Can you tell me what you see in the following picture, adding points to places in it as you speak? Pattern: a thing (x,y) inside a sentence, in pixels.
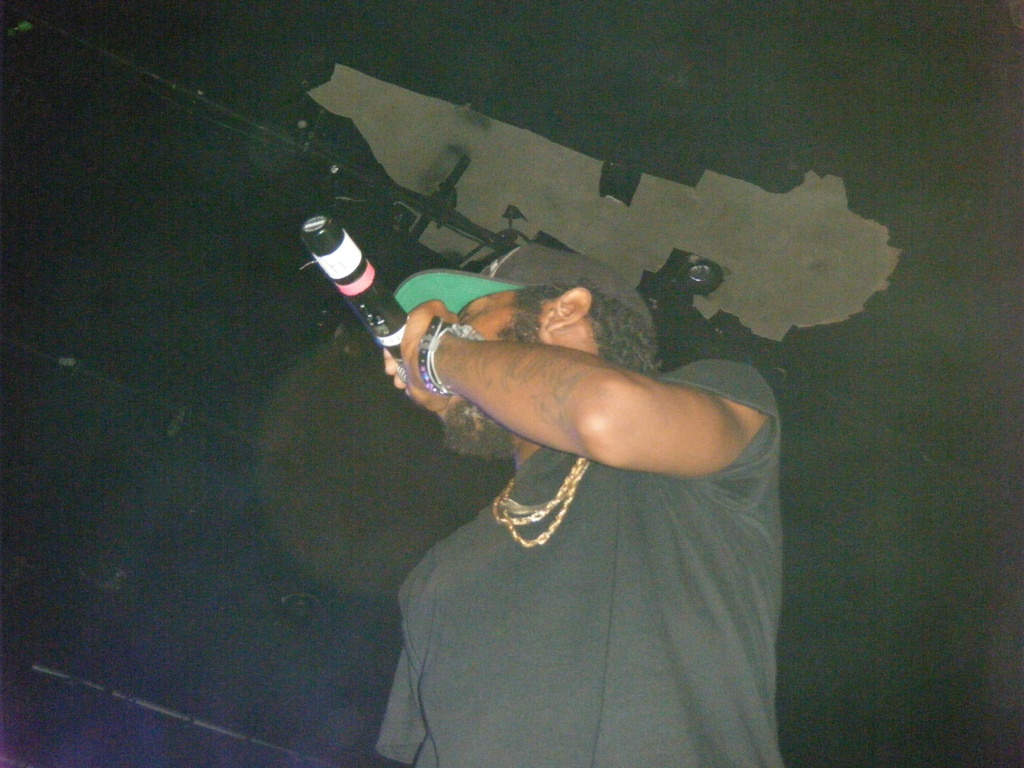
In this image we can see one person (549,641) standing and holding a microphone (349,271). There are some objects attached to the ceiling (906,348) and wall (58,642).
